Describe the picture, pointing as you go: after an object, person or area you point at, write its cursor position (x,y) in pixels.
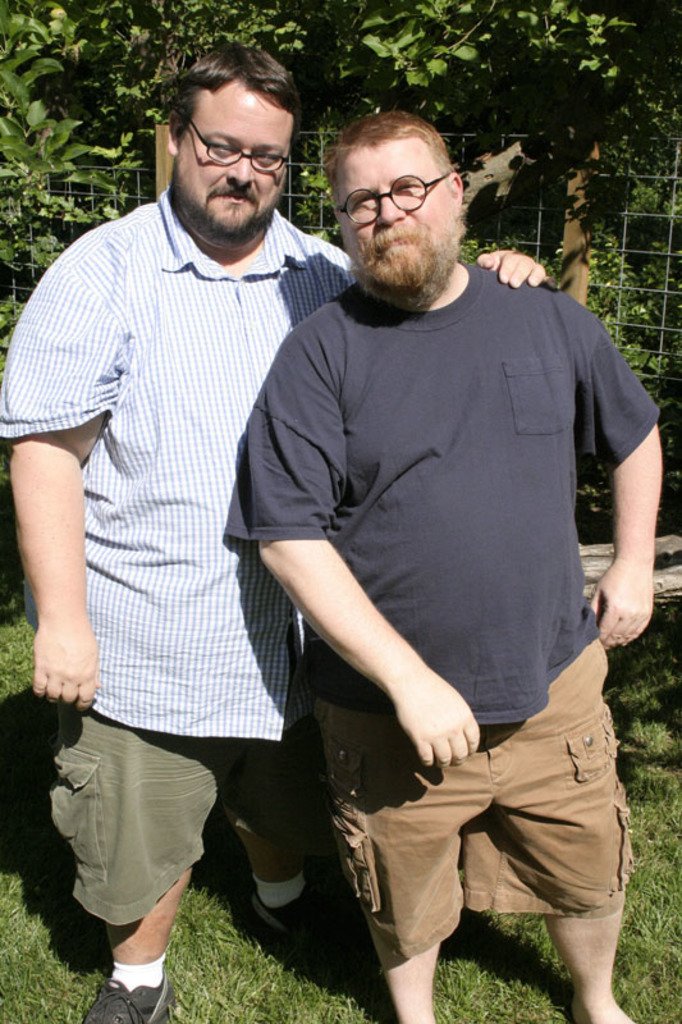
This picture shows couple of men (135,730) standing and both of them wore spectacles (288,162) on their faces (357,170) and we see grass (356,943) on the ground (650,972) and few trees (570,85) on the back (579,100) and we see a metal fence (522,207).
